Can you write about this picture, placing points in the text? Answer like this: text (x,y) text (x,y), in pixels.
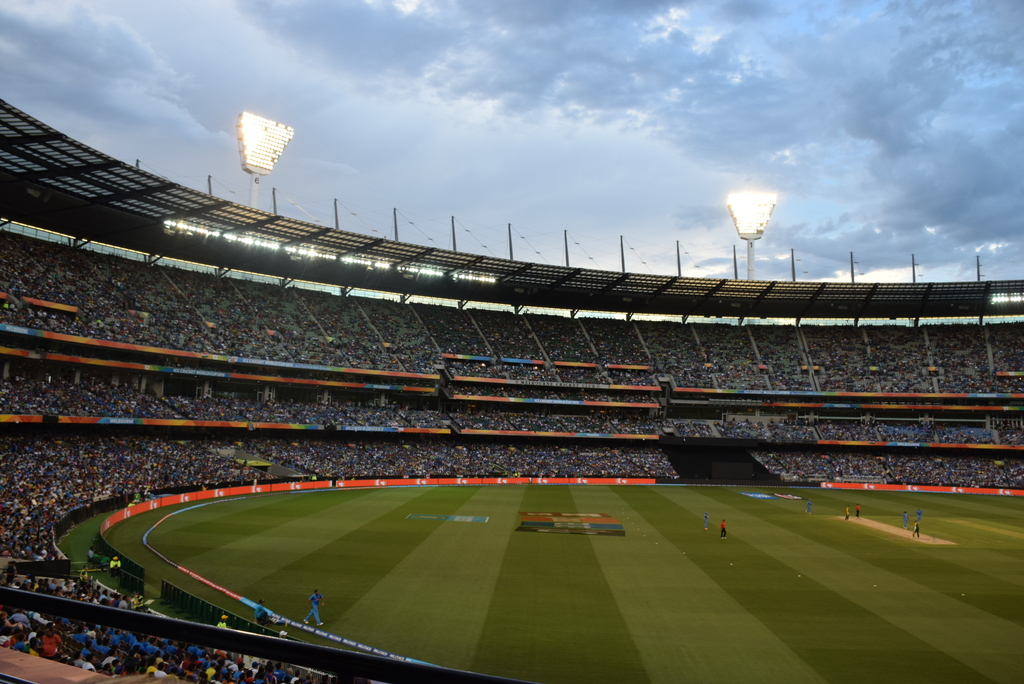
In this picture we can see cricket ground (604,536). Here we can see players (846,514) who are wearing blue dress (319,608) and here we can see umpire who are wearing red dress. Here we can see audience (857,455) who are sitting on the stadium (311,432) and watching the game. On the top of the stadium (697,305) we can see focus lights (261,132). At the top (831,88) we can see sky (563,44) and clouds (587,70). Here we can see banner (148,506).
